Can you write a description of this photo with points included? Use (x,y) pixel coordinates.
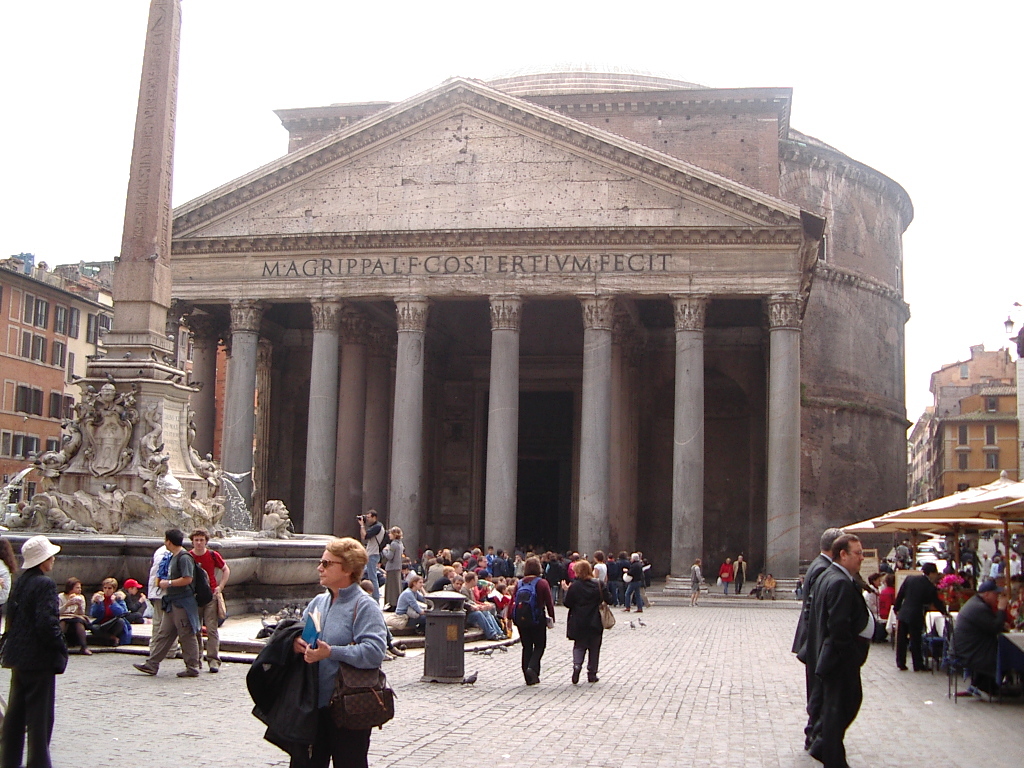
In this image I can see group of people (763,589), some are walking and some are sitting. Background (79,429) I can see few statues (76,459), buildings (51,392) in cream and white color and the sky (240,65) is in white color.
